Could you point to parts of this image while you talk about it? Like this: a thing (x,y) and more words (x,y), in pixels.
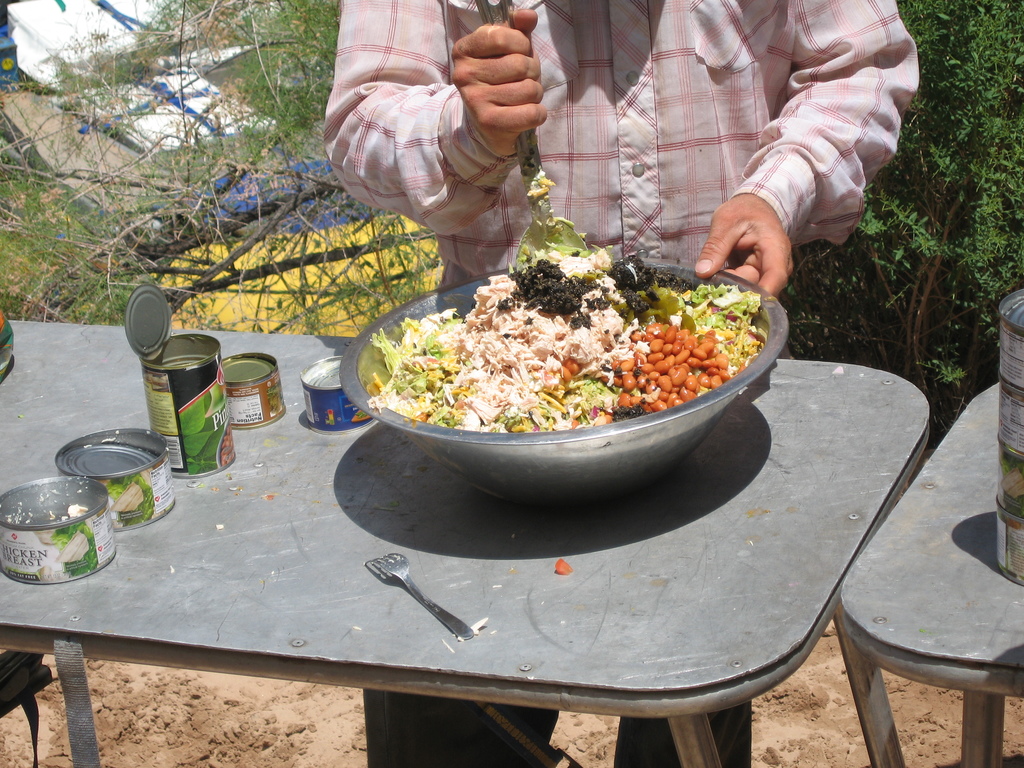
In the picture there is a person (731,1) standing, there is a table (372,450), on the table (33,423) there are many food containers (220,395) present, there is a bowl (538,341) with the food item (561,287) present, the person (696,87) is catching a spoon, behind the person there are trees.
